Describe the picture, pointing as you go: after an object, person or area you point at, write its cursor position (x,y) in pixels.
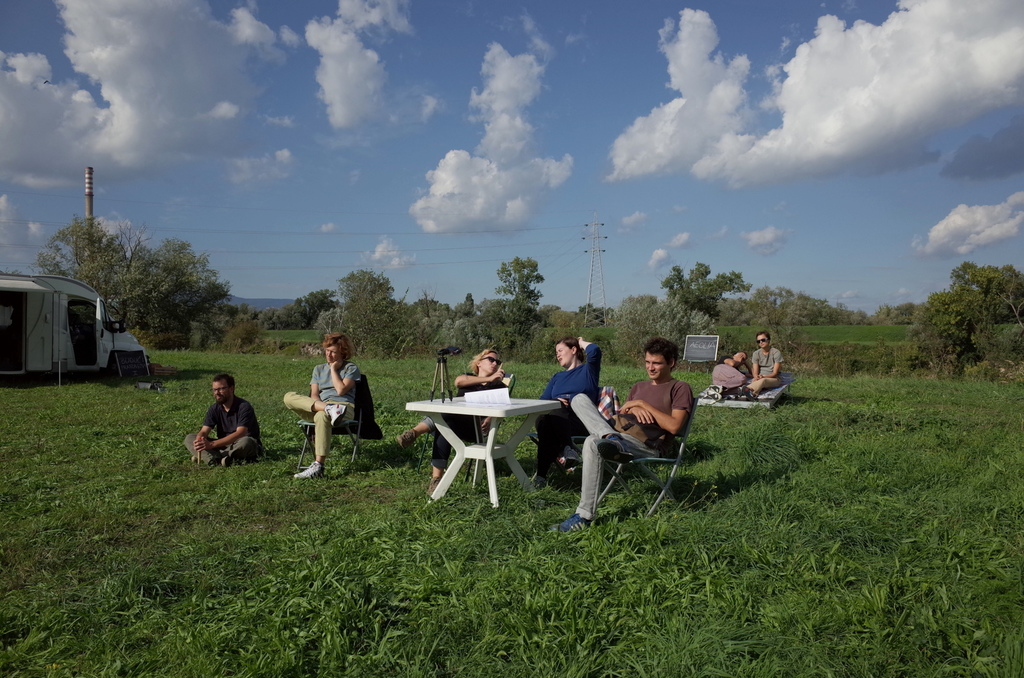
In a picture where people (560,419) are sitting on the chairs (645,459) in front of the table (517,403) which the picture is taken outside and at the left corner (101,316) there is one vehicle (101,316) and at the right corner (737,377) there are two people (775,370) one person (726,386) is sleeping and one person (753,369) is sitting and behind them there are trees (592,313) and a tower (597,226) with wires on it and there is sky (463,283) with clouds (682,108) and under the people (569,427) there is grass (199,544).
